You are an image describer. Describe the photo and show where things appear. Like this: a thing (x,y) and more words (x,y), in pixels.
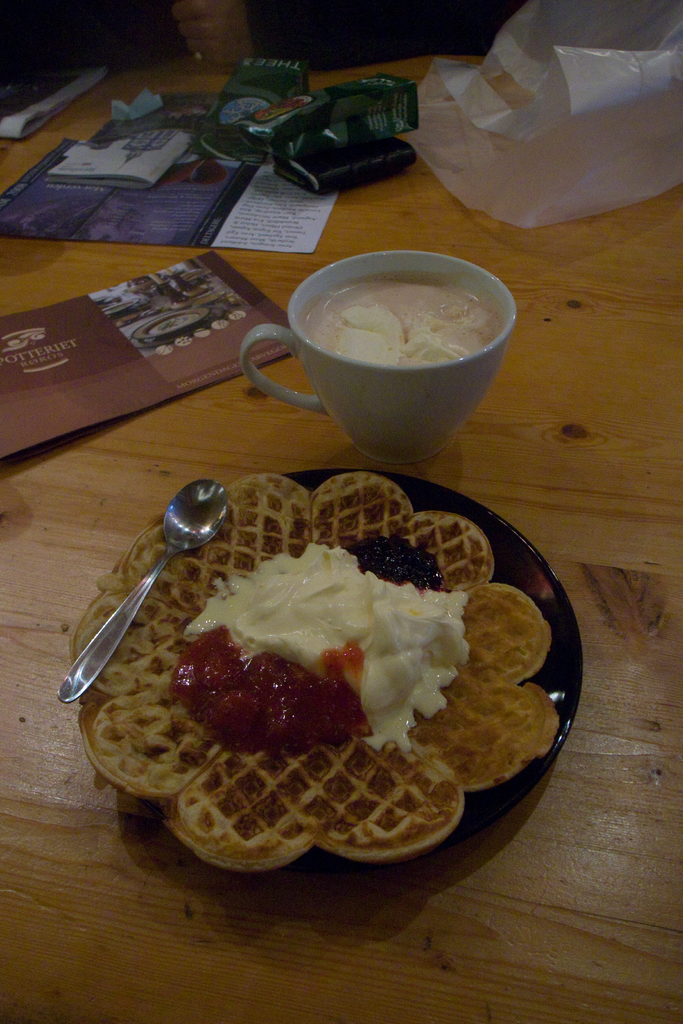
In the image we can see there are food items (317,658) kept on the plate (403,771) and there is spoon (170,529) kept on the food item (180,617). There is coffee (422,304) and cream (359,313) in the cup (402,323) and there are papers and cover (458,123) on the table (9,291).
